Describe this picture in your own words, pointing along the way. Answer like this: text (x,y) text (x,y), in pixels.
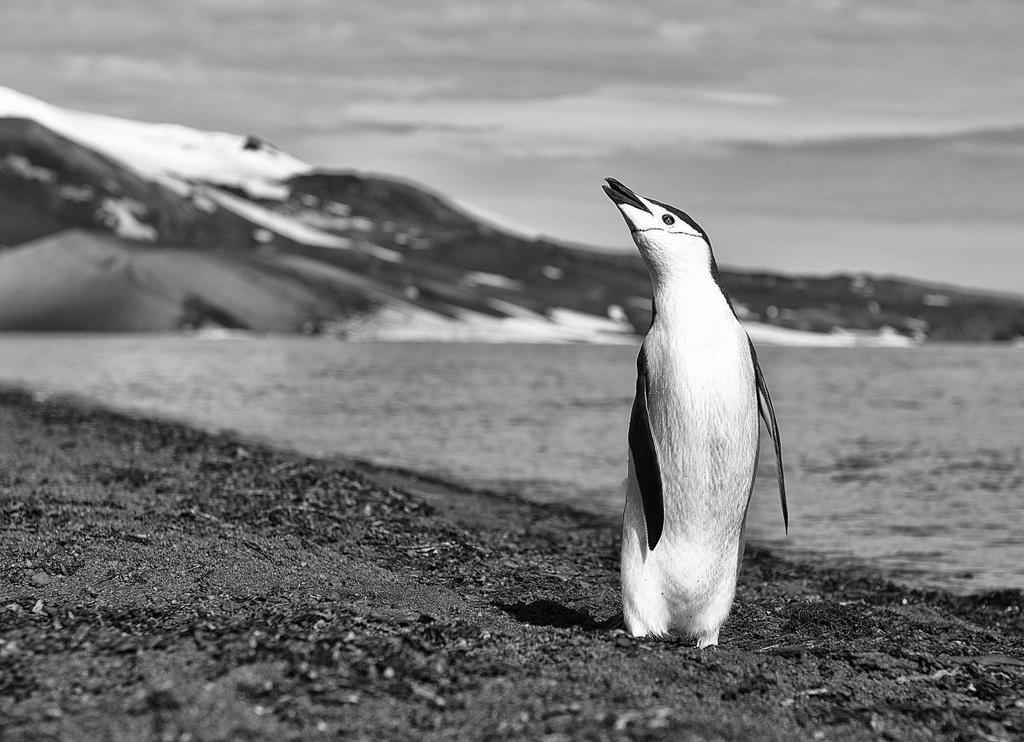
In this picture there is a penguin (709,424) standing on the sand (710,654). At the back (1005,454) there is water (932,391) and there might be a rock (286,255). At the bottom (186,624) there is sand (197,623).
